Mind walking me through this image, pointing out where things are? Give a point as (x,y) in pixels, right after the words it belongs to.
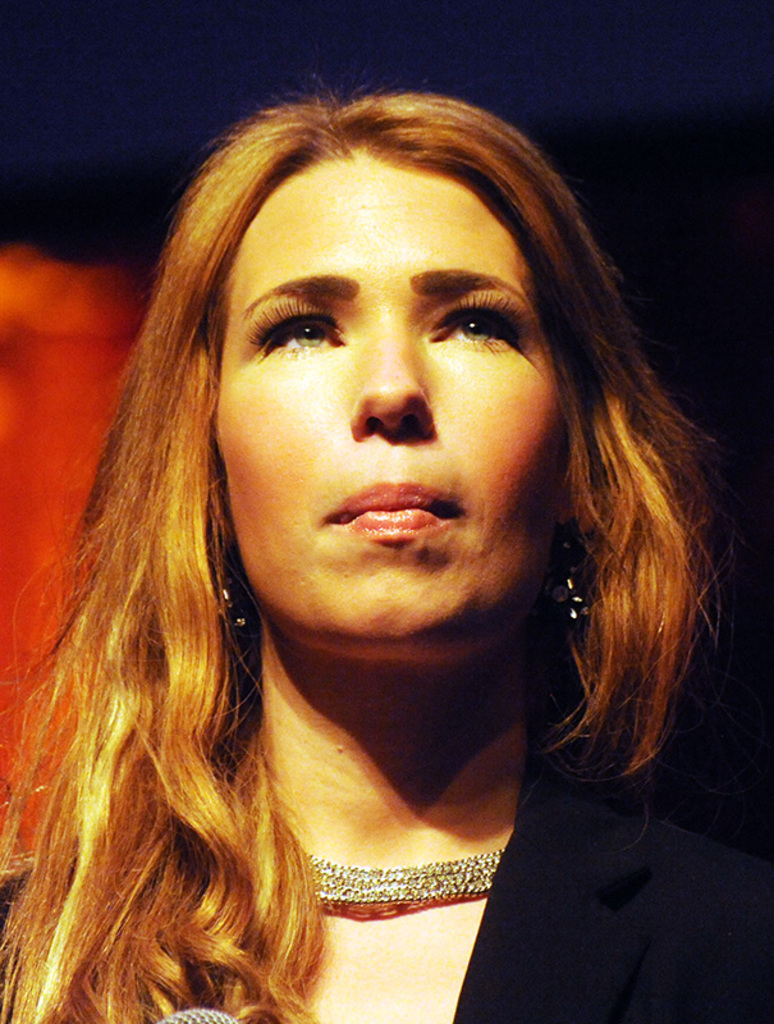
In this picture we can see a woman (465,755), she wore a necklace (450,873), we can see a blurry background (51,330).
